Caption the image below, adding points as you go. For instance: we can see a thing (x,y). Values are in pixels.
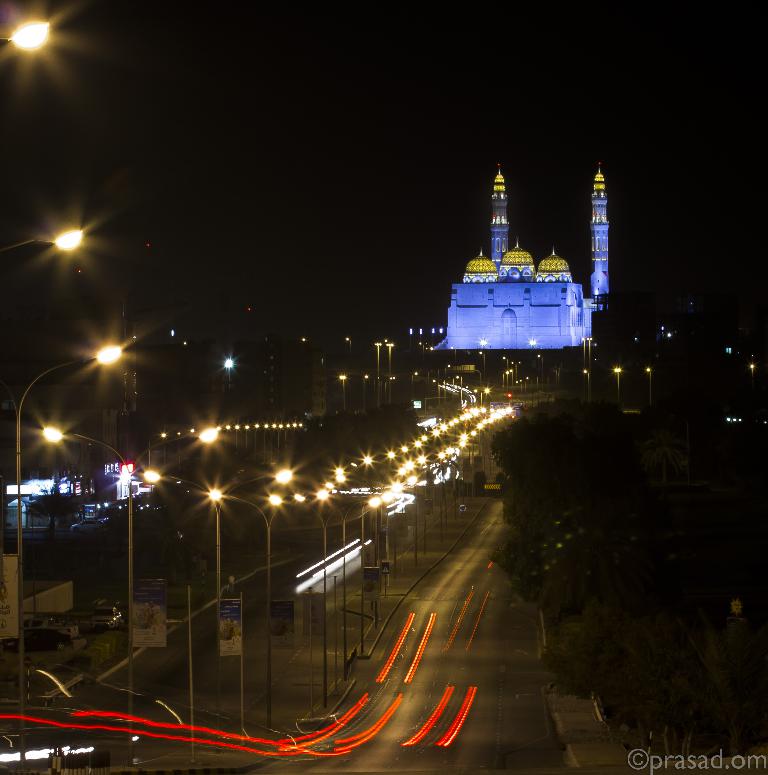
In this picture, there are lamp poles (324,559), vehicles (65,645) and posters (281,629) in the foreground area of the image (386,592), it seems like building (562,312) and the picture is captured during night time.
